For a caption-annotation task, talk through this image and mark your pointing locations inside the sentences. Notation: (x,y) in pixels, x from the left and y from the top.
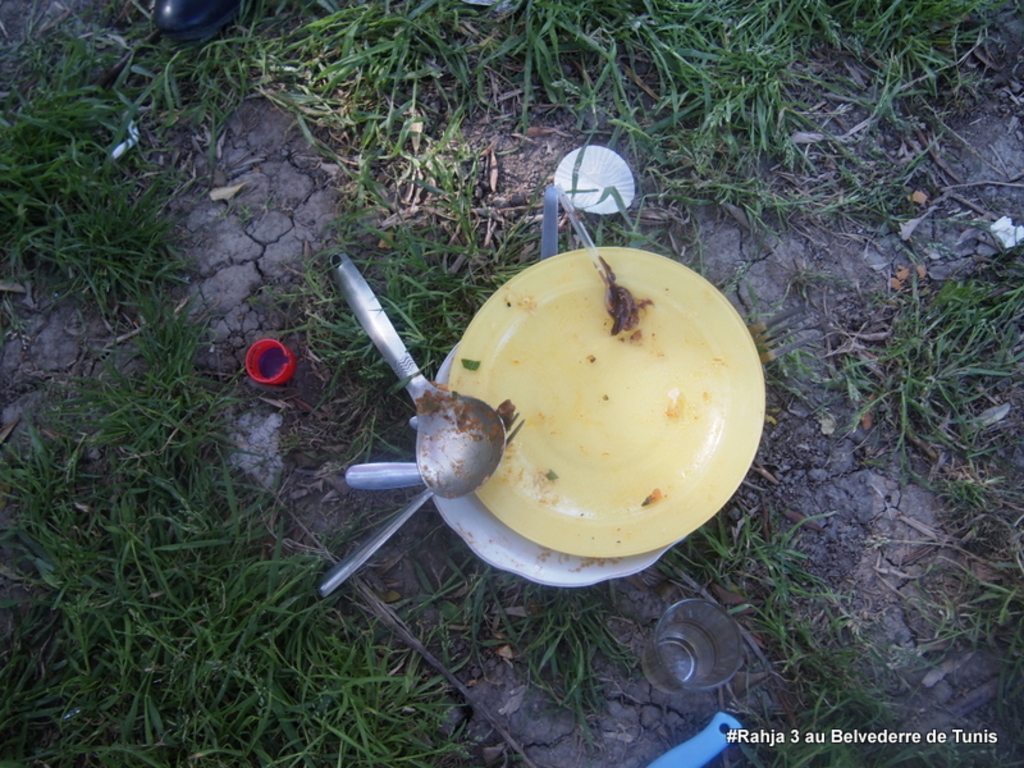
In this picture I can see the plates (548,414) and spoons (468,420) in front (485,411) and I see the grass (10,93) around it and I see a glass (678,608) near to the plates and on the right corner of this image (820,732) I see the watermark (893,738).
